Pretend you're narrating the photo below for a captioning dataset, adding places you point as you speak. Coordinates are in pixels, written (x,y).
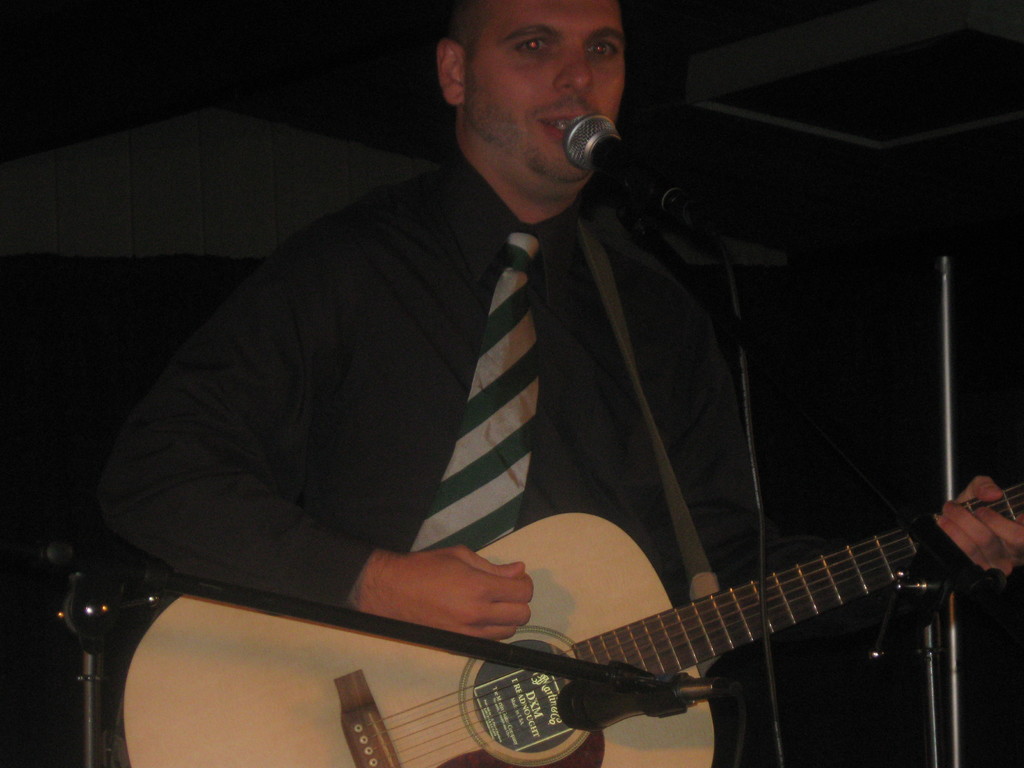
As we can see in the image there is a man (476,428) holding guitar (416,666) and singing a song on mic (579,151).
